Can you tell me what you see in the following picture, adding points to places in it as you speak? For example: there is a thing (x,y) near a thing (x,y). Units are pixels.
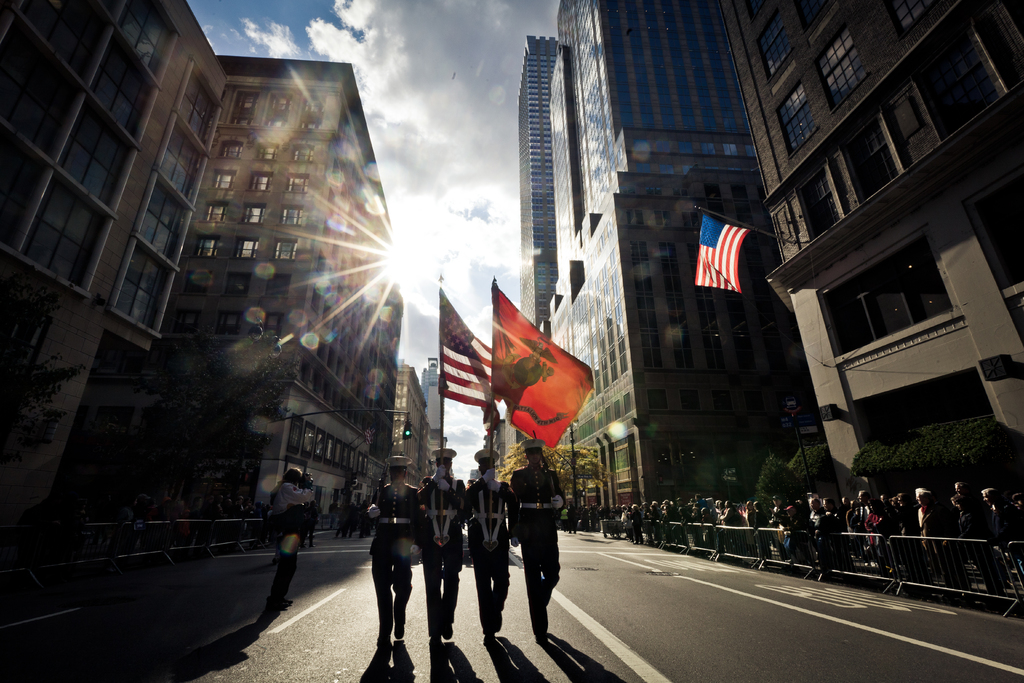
In the center of the image (537,443) we can see persons (448,463) walking on the road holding flags (440,430). On the right side of the image (862,416) we can see buildings (814,211), persons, fencing (1004,591), trees (955,455) and flag (735,229). On the left side of the image (253,416) we can see buildings (223,264) and trees (220,442). In the background (249,19) we can see sky (294,39) and clouds (401,124).
